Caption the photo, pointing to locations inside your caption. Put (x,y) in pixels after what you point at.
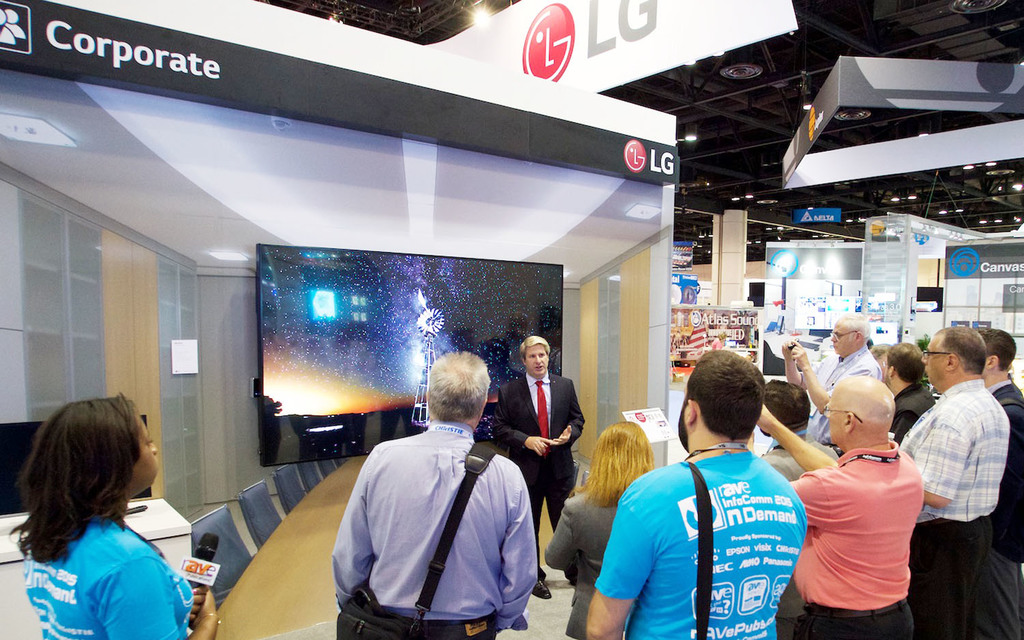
In this picture we can see some people (102,557) are standing, a woman (116,565) at the left bottom (213,554) is holding a mike (197,590), on the left side (299,432) we can see some chairs (280,484) and two screens (262,407), in the background (990,303) there are some hoardings (958,290) and boards (803,263), we can see some lights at the top of the picture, we can also see a pillar (744,249) in the background (731,246).
